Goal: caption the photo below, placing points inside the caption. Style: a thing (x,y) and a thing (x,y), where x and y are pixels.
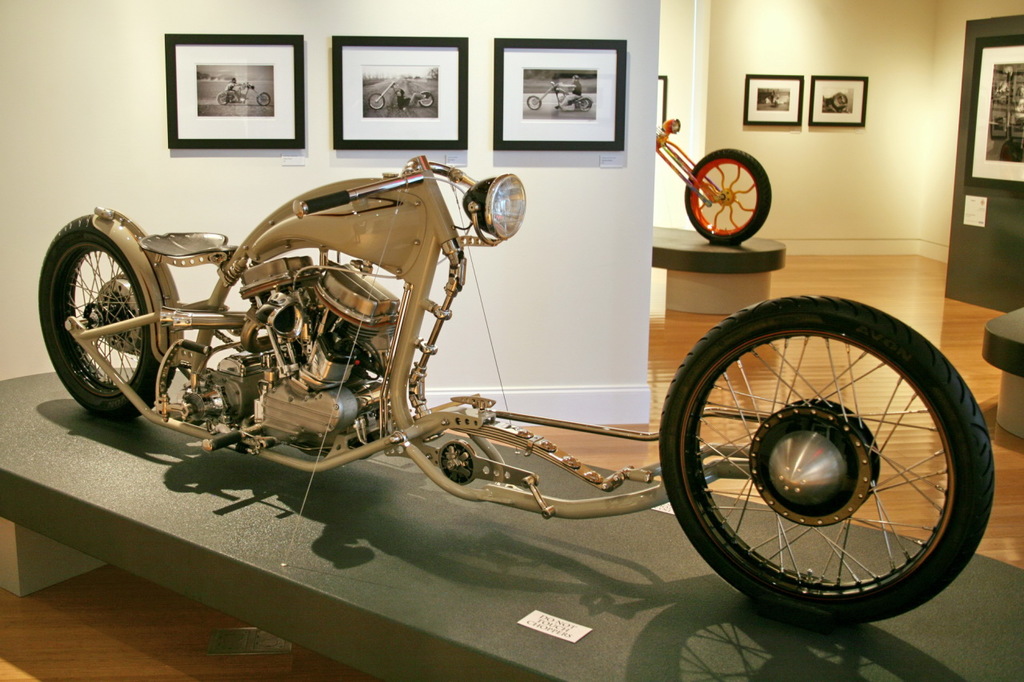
In this image I can see there is a table (362,492) on the floor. And on the table (863,644) there is a motorcycle (298,288). And at the back (572,194) there is a wall (807,156) and a door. To that wall (806,112) there is a photo frame (1011,77).
